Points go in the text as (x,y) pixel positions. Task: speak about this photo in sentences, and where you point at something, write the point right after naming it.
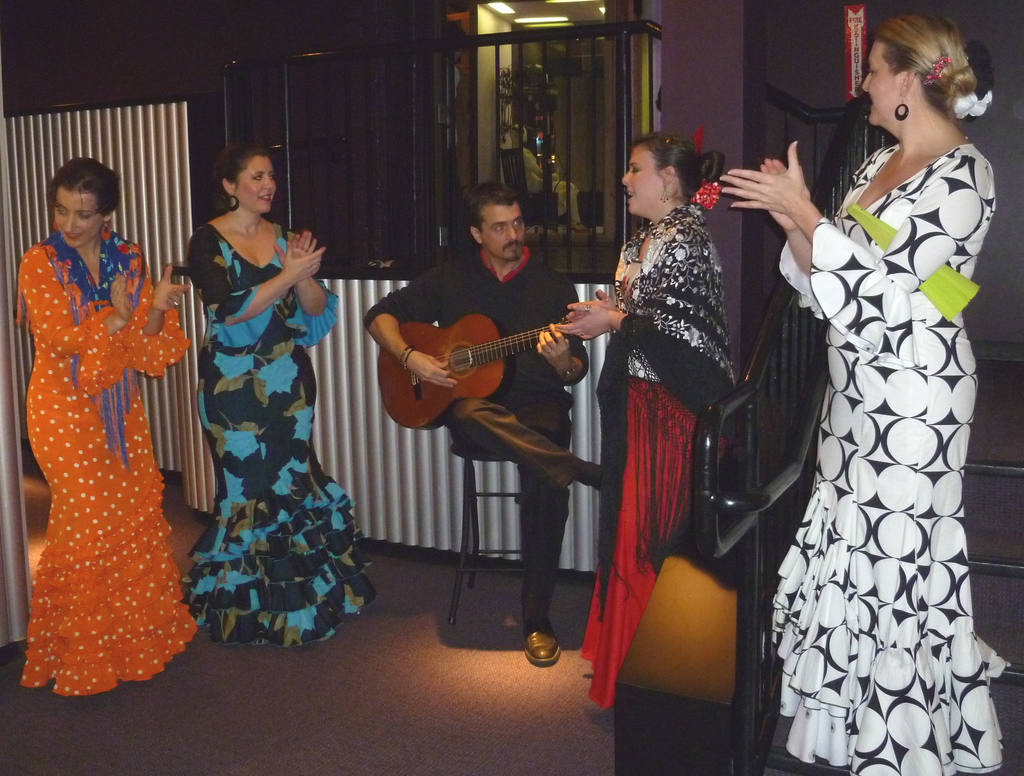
The picture is taken in a closed room (708,520) where at the right corner (880,527) the woman (821,431) is standing in a white and black dress (882,454) on the stairs (1000,394) beside her another woman (683,387) is wearing a dress (666,480) in red and black and singing, beside her a man (498,315) is sitting on the chair (478,448) and playing a guitar (480,379) and at the left corner of the picture (94,558) a woman (82,572) is dressed in orange colour and beside her another woman (226,417) is dressed in blue and black colour and behind them there is a wall (352,111).
